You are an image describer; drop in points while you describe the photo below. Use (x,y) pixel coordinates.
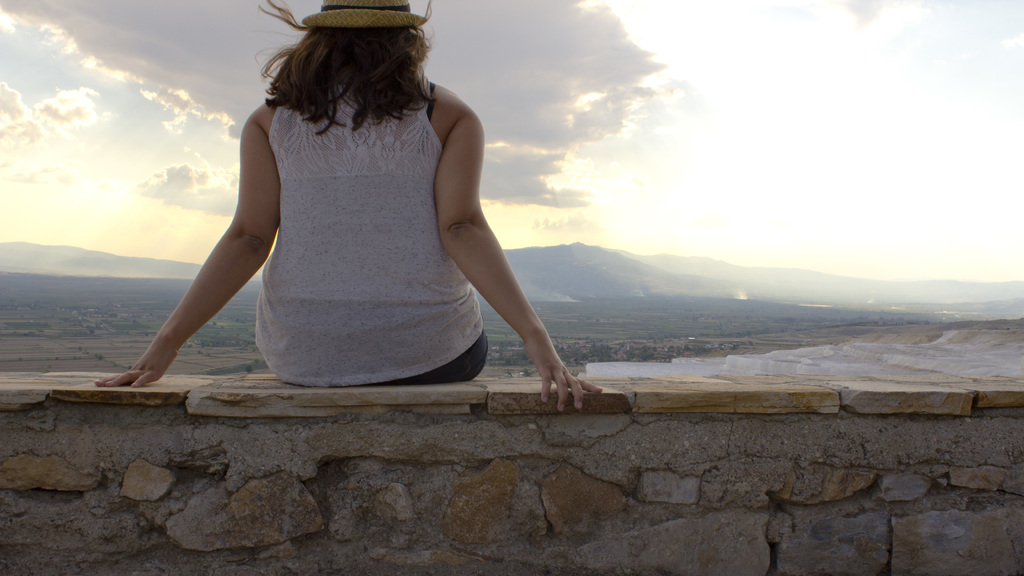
In this image, we can see a lady (355,249) wearing cap (402,24) and sitting on the wall (464,438). At the top (587,73), there is sky (630,100).
